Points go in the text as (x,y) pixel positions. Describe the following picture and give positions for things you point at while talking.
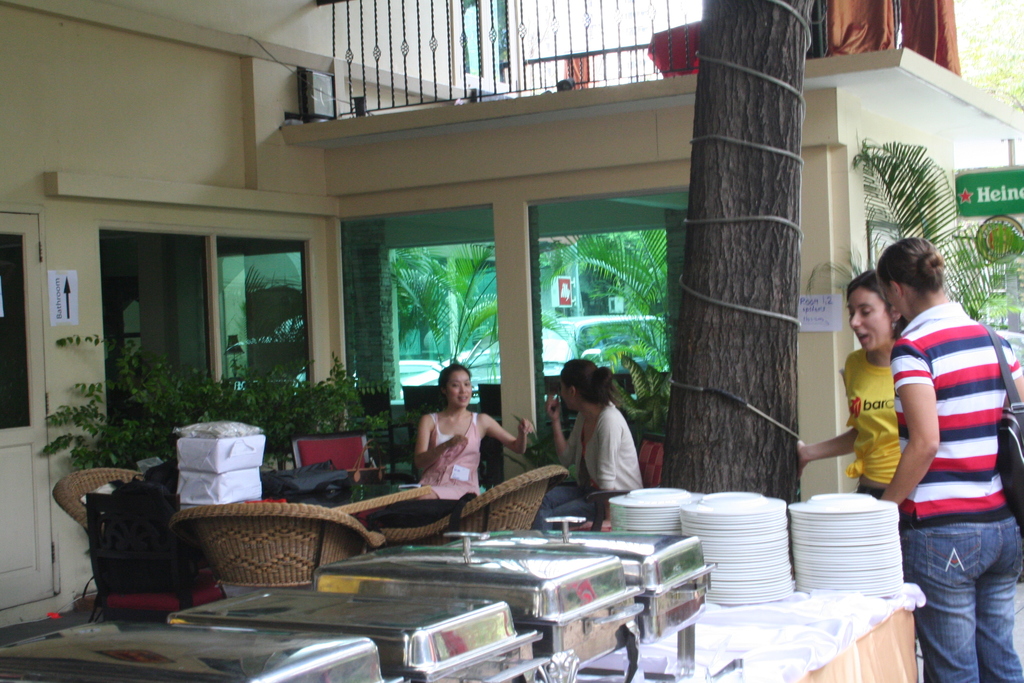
In this picture we can see a table (714,610) and on the table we can see plates (793,541) and few dish containers (400,624). Here we can see two persons (587,450) sitting on a chair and talking. On the background (659,263) we can see doors (585,310) and trees (745,278). This is a building (508,88). At the right side of the picture (949,468) we can see two women (942,465) standing and talking. This is a board (973,196).
